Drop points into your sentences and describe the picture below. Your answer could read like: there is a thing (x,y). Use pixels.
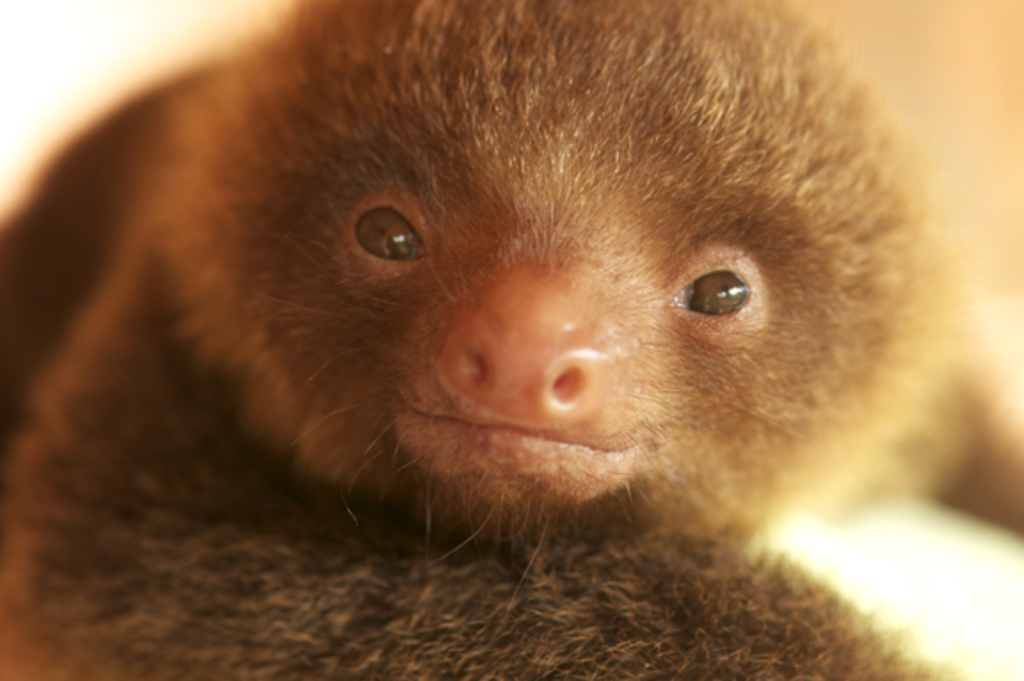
In this image I can see an animal (698,585) which is in brown color. The background (49,79) is blurred.
